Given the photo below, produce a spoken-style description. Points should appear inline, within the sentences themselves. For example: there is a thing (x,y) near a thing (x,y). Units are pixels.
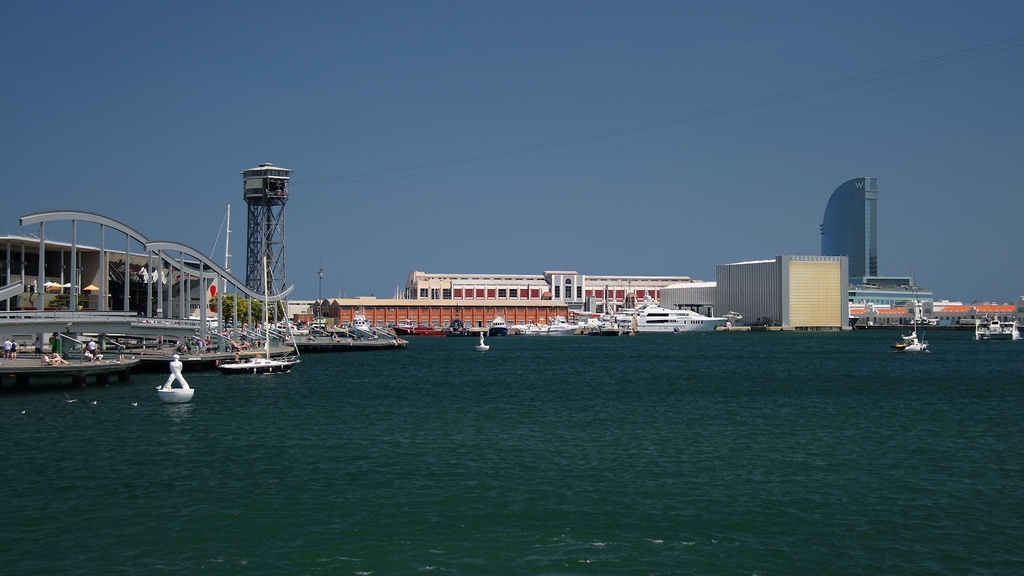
At the bottom (736,466) there is water (758,446), in the middle (653,300) there is a ship (637,329) in white color and there are buildings (862,240), on the right side (915,320) few boats (914,340) are moving in this water (568,468), at the top (559,75) it is the sky (619,70).
